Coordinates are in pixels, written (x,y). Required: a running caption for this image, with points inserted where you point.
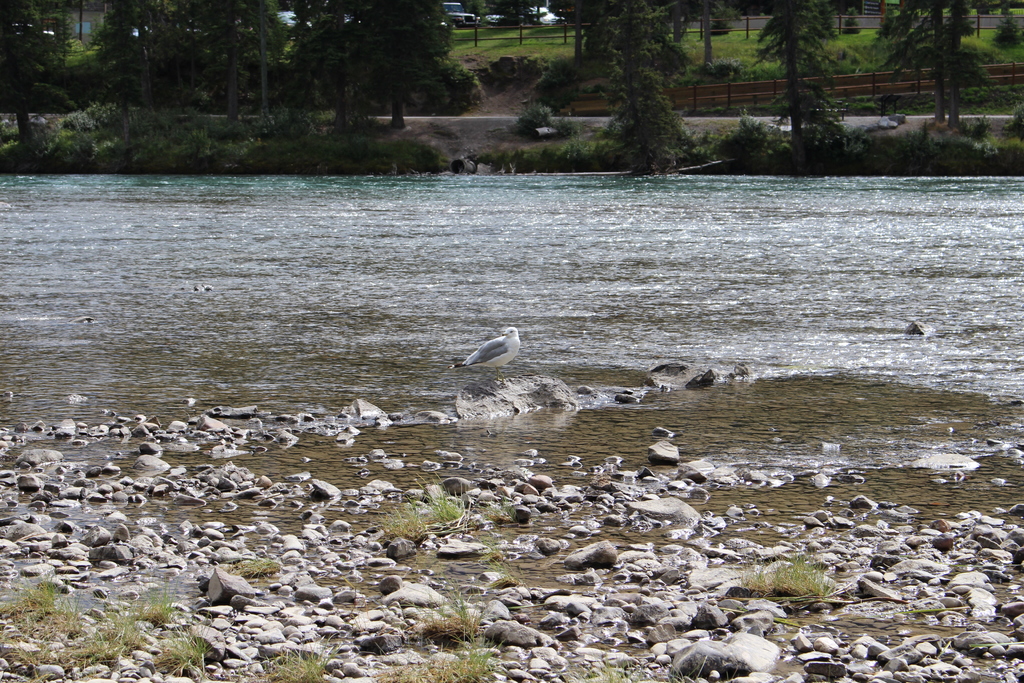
In the image we can see a bird (484,353), white and gray in color and the bird (497,347) is sitting on the stone (488,396). Here we can see stones (405,597), river (334,508) and the grass (99,658). There is even a path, fence (871,85) and trees (263,112). We can even see there are vehicles (487,15).
